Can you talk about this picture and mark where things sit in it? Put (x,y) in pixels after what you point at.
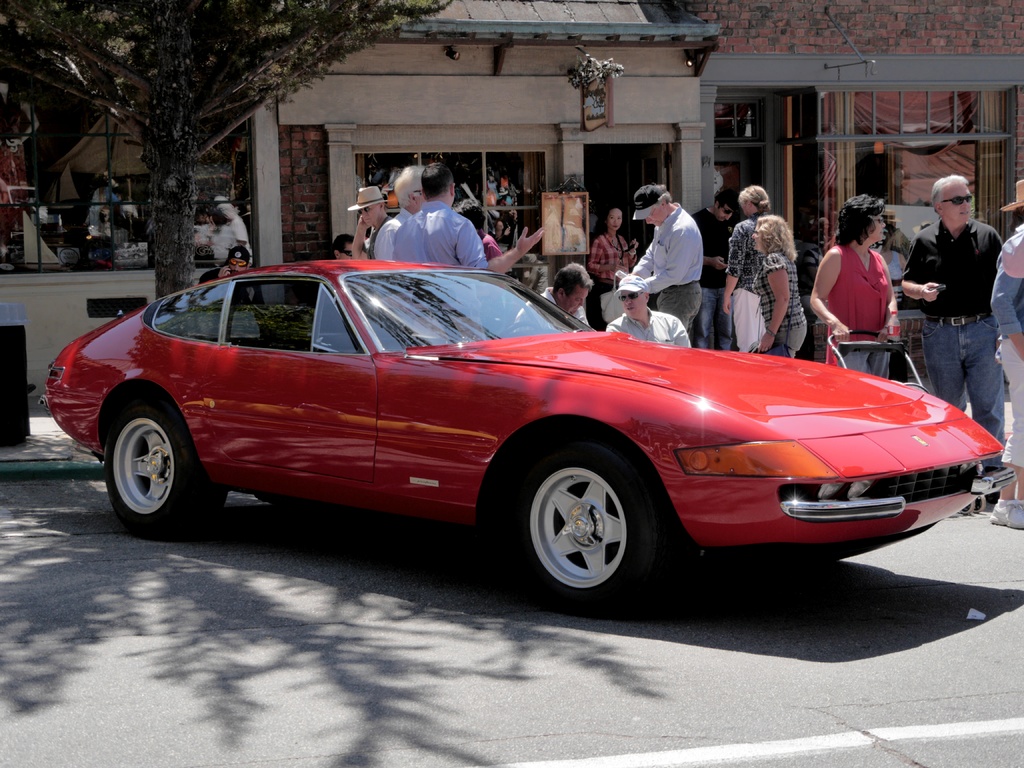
In this image I can see the vehicle (424,466) on the road (405,546). To the side of the vehicle (488,387) I can see the group of people (624,280) with different color dresses (751,259) and one person (853,244) holding the stroller (871,343). In the background (156,290) I can see the tree (154,248) and the building (610,28). I can see the board (544,217) to the building (541,165).
